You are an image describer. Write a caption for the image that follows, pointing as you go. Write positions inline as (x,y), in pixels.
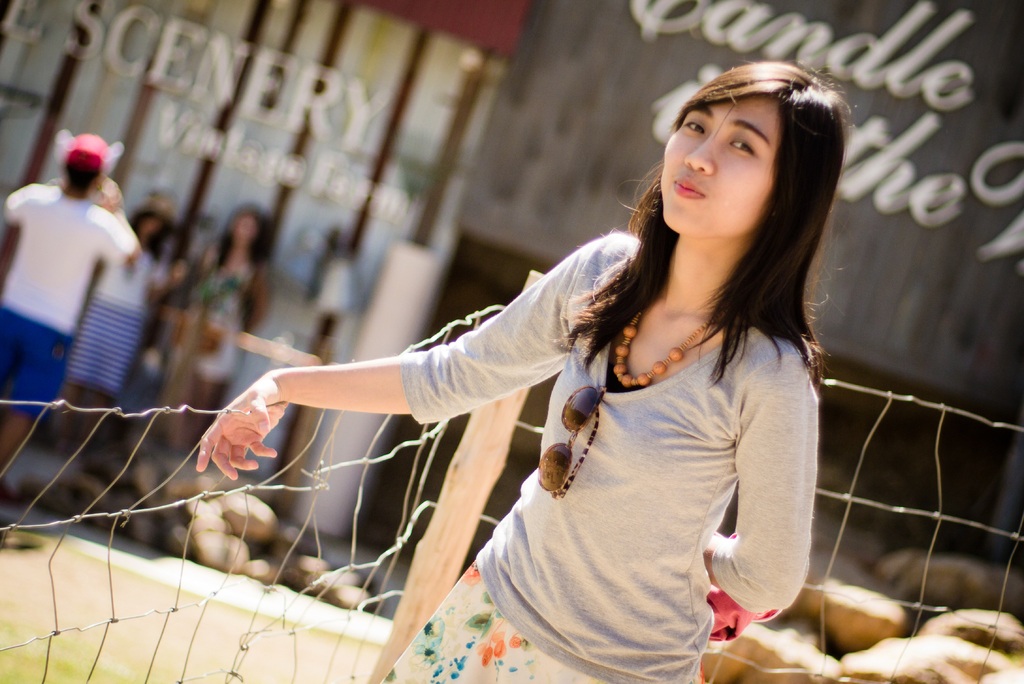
In this picture we can see a woman (642,572) is standing and smiling in the front (581,549), on the left side (215,594) there is fencing (118,618), in the background (437,308) we can see a building (409,137), we can also see three persons (236,273) are standing, at the right bottom (903,640) there are some stones (947,645).
